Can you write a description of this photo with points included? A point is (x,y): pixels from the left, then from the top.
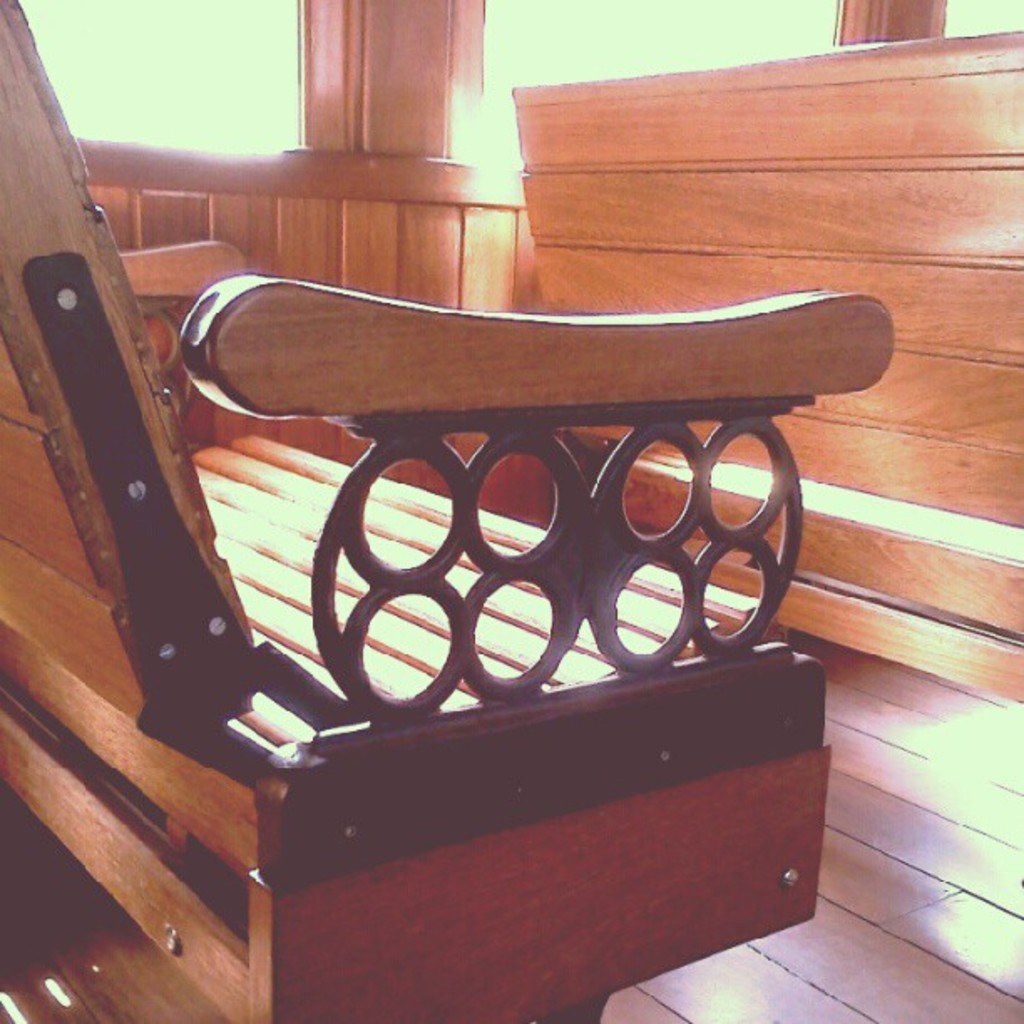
In the image we can see benches (912,471) made up of wood (679,232) and metal design (586,590) on it. Here we can see wooden surface (838,898) and poles (395,93).
